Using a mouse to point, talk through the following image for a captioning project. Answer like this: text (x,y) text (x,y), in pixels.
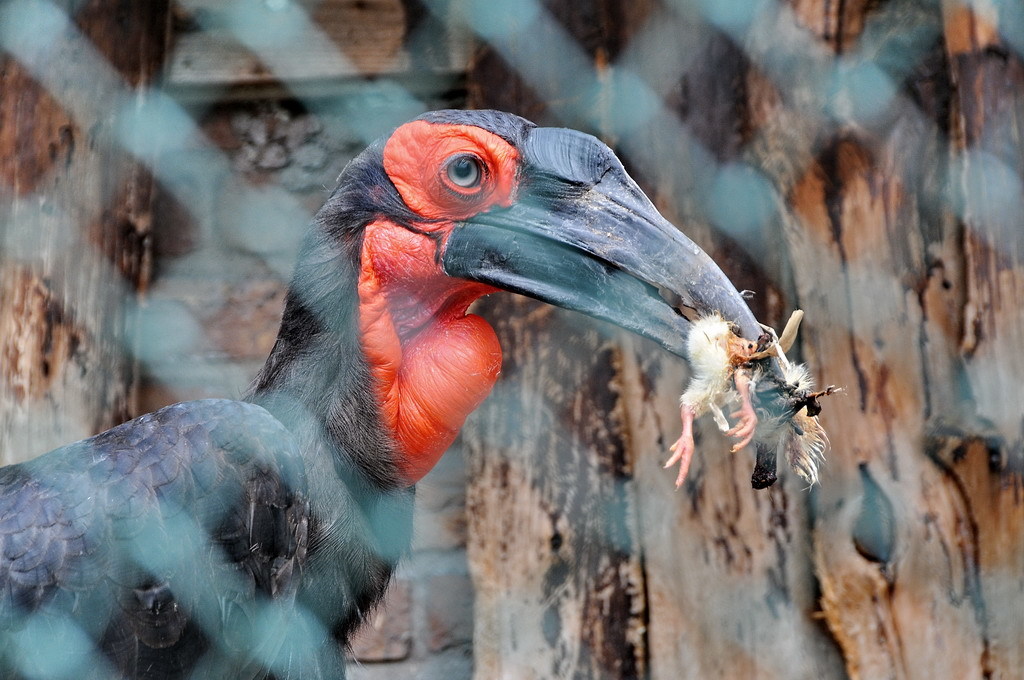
In the image in the center (508,235) we can see one bird (292,514), which is in red and black color. And we can see, the bird (467,351) is holding some small bird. In the background (255,321) there is a wall (238,307).
